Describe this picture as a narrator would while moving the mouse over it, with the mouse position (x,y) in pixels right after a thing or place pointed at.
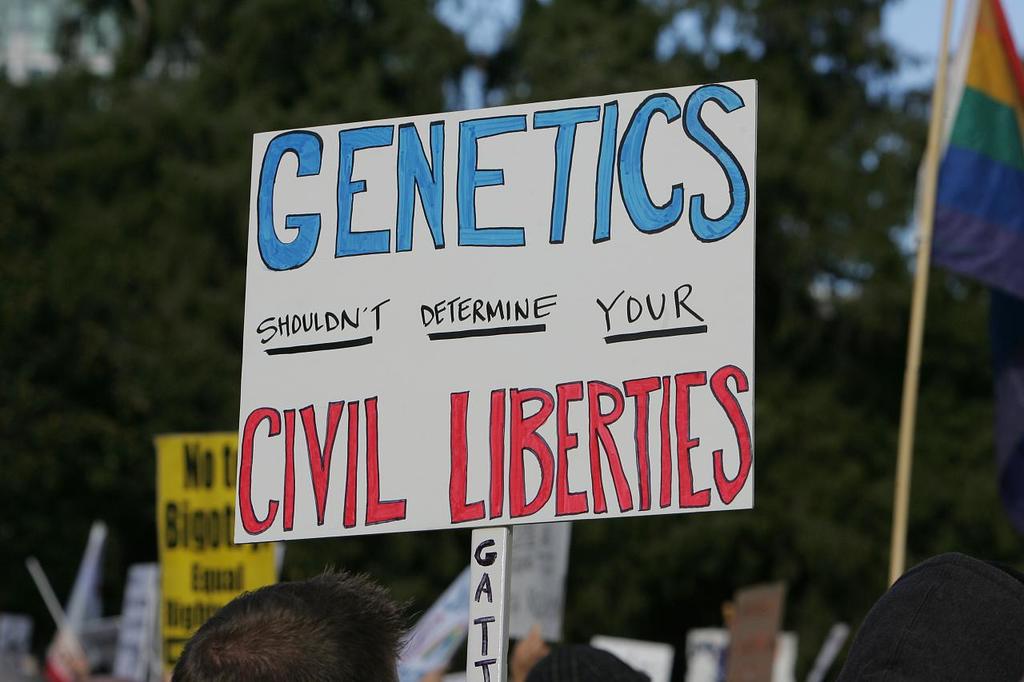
In this image, there is a white color board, on that there is GENETICS SHOULDN'T DETERMINE YOUR CIVIL LIBERTIES written, at the background (857,150) there are some green color trees (714,65).
